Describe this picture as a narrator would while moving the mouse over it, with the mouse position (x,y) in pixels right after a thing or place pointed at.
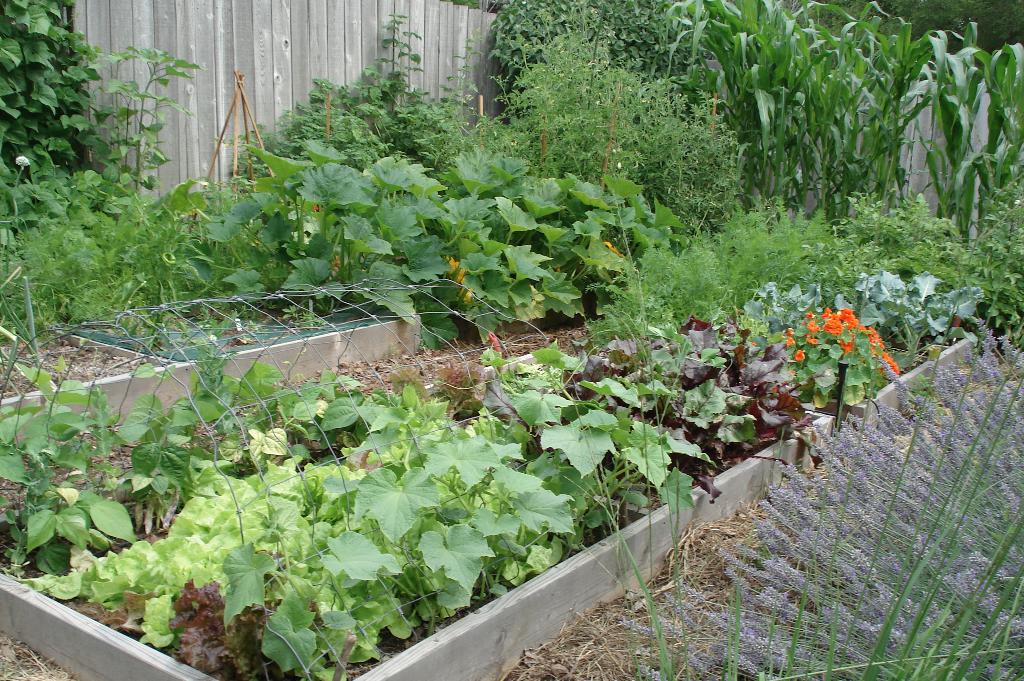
In this image we can see plants (510,270) and creepers (477,319). Also there is a wooden box (465,627) with mesh (306,341). In the back (239,41) there is a wooden fencing (249,38).
